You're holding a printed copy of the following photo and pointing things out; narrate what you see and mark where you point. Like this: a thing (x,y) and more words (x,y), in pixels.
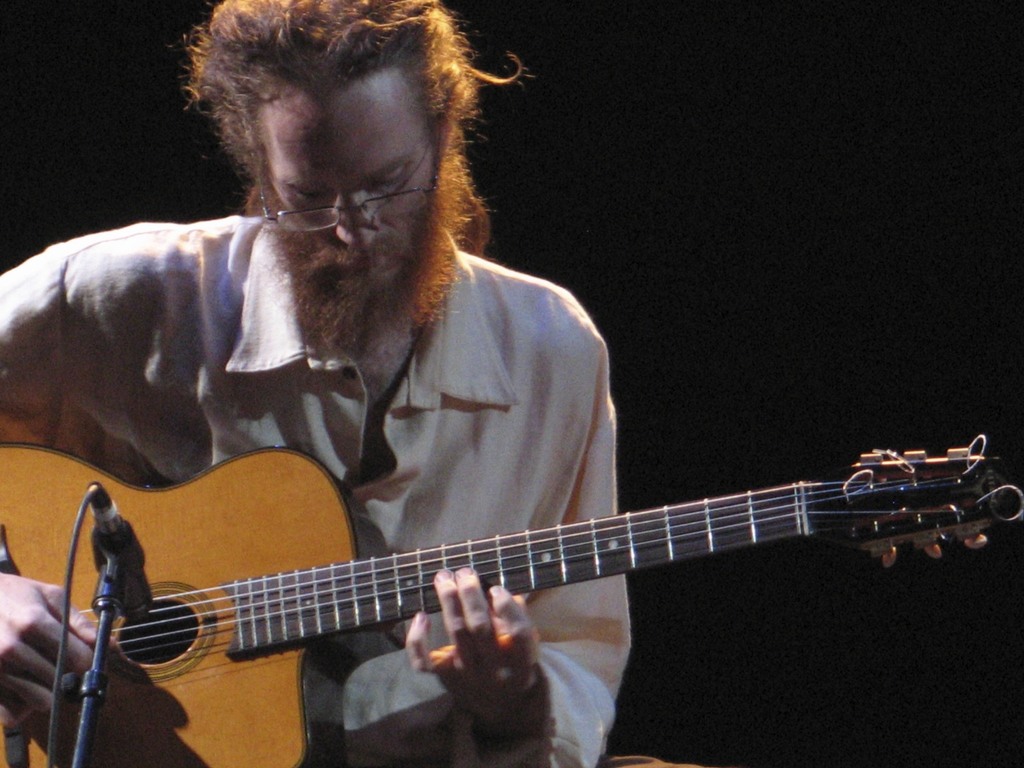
In this image there is a person (497,395) wearing white color shirt (495,399) playing a guitar (301,553) and there is also a microphone (105,555) at the left side of the image (92,714).
